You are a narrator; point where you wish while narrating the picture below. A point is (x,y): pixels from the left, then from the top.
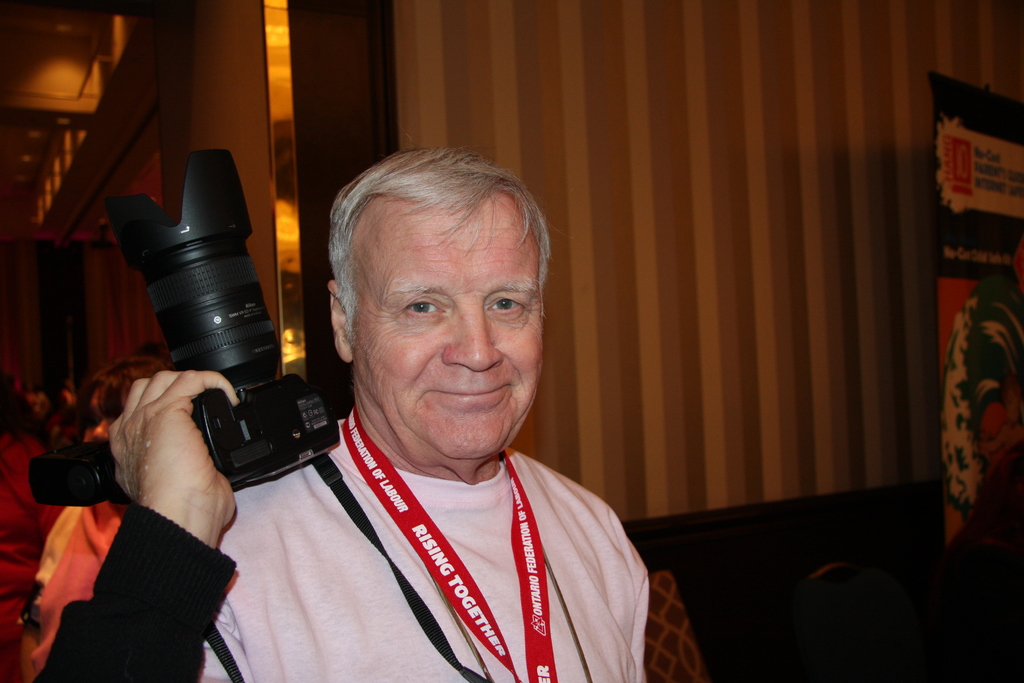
Here is the man (362,609) standing and smiling. He wore T-shirt (322,593) and red color tag (447,573). He is holding camera (256,468). This is a banner (982,263). At background (66,508) I can see few people (77,415) standing. At background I can see a chair (680,627).
